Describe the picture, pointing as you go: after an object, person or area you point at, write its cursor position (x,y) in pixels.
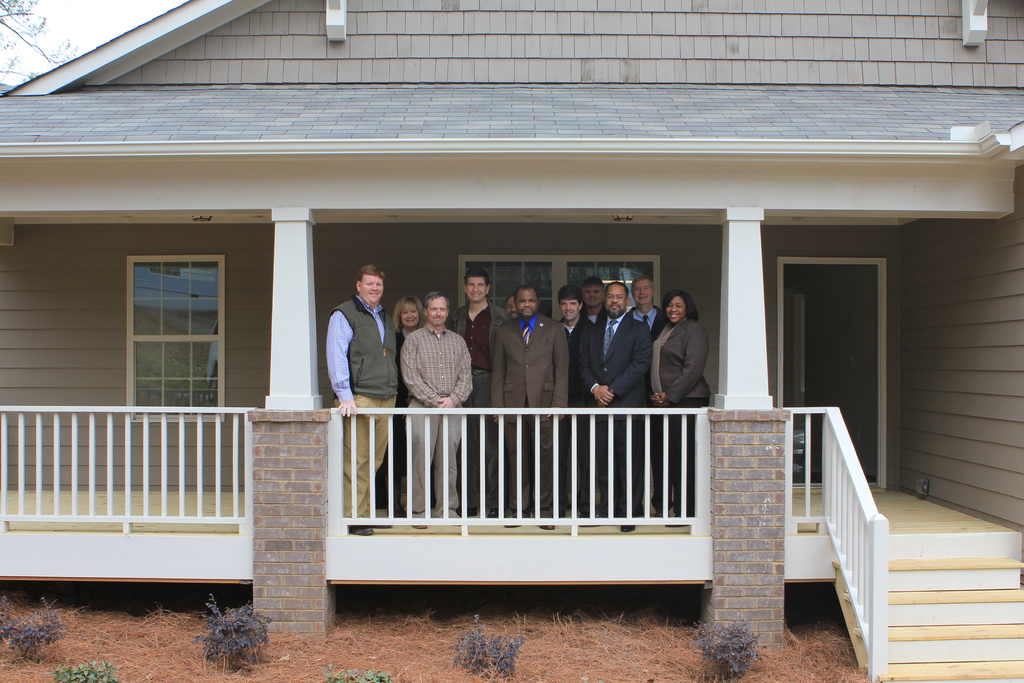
In this image there is a house (348,123), in that house (306,298) there are people (548,367) standing, in front of them there is a railing (628,443), in the bottom right (862,638) there are steps (986,574), beside the steps (908,595) there is a land (285,674) on that land (408,654) there are plants (112,669).
